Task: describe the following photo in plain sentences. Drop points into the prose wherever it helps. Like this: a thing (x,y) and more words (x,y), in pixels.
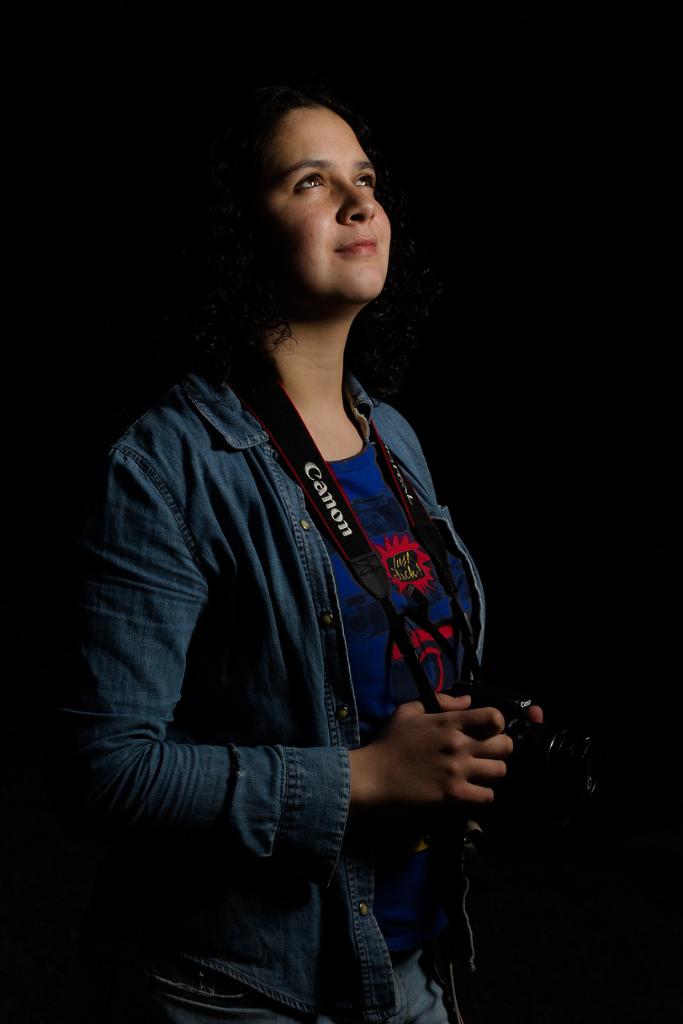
In this image we can see a lady (215,641) wearing blue jacket (247,607) is holding a camera (537,773) in her hands (464,799).
